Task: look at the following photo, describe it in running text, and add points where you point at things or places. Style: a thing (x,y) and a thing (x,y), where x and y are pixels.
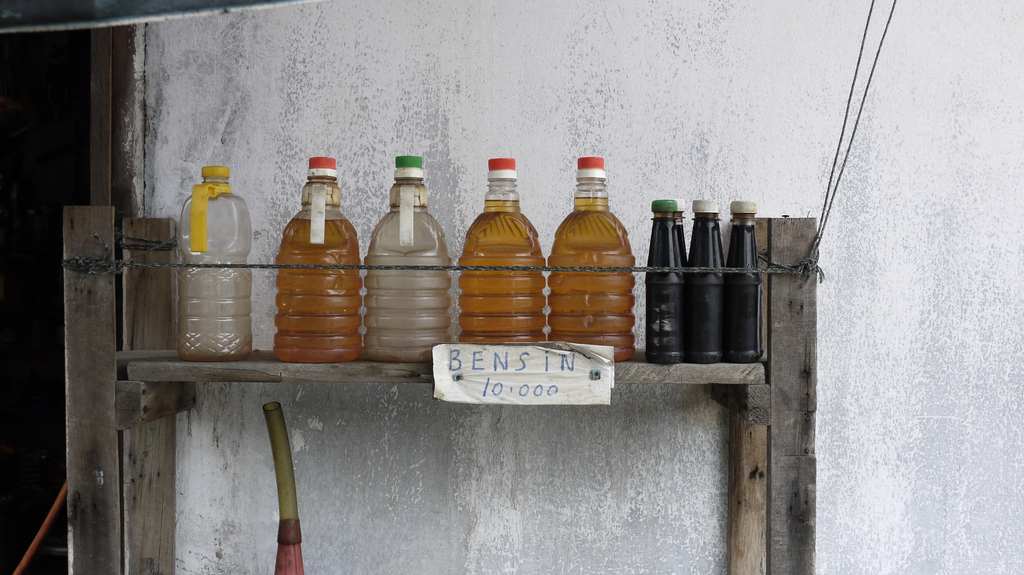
Here we can see various types of bottles (210,319) with some liquid (622,249) present in it placed on wooden rack (105,332) and below there is a pipe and there is some thing written on the paper (572,362).
